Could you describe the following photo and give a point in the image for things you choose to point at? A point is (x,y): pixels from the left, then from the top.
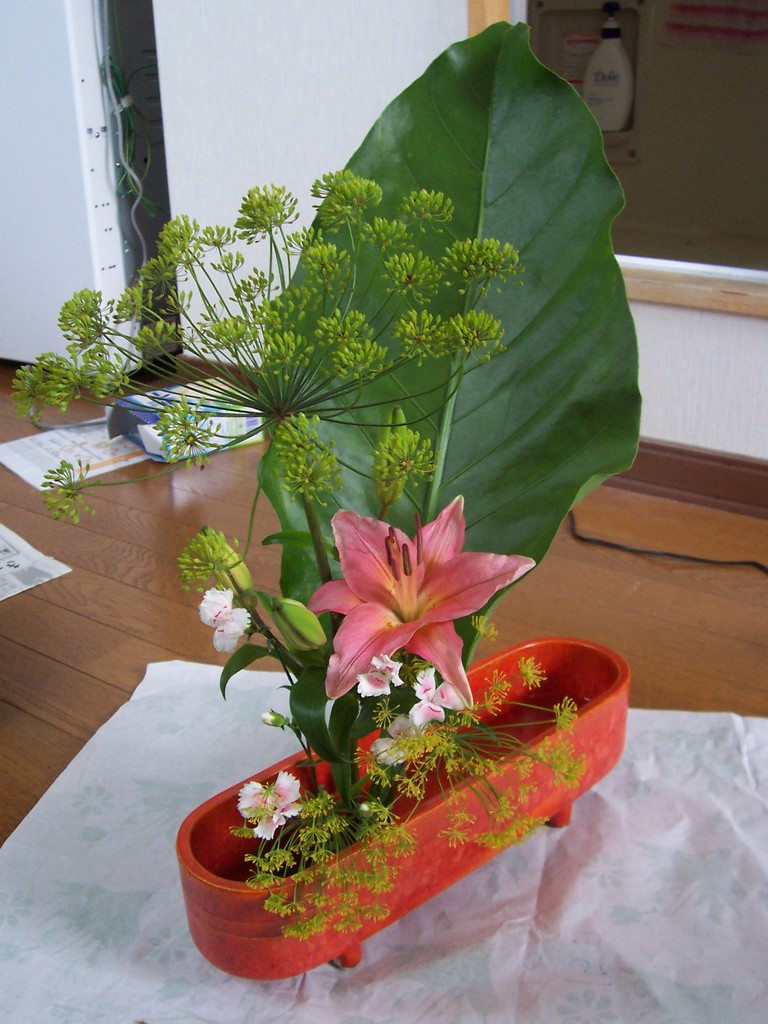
In the foreground of this image (374,580), there is a plant (377,760) potted in a tub (449,822). In the background (678,670), on surface (689,576) there is a cable (678,555), card board box (159,458), and paper (37,483) placed on it. On the top (266,55), there is a wall (335,48) and a window (641,88).
